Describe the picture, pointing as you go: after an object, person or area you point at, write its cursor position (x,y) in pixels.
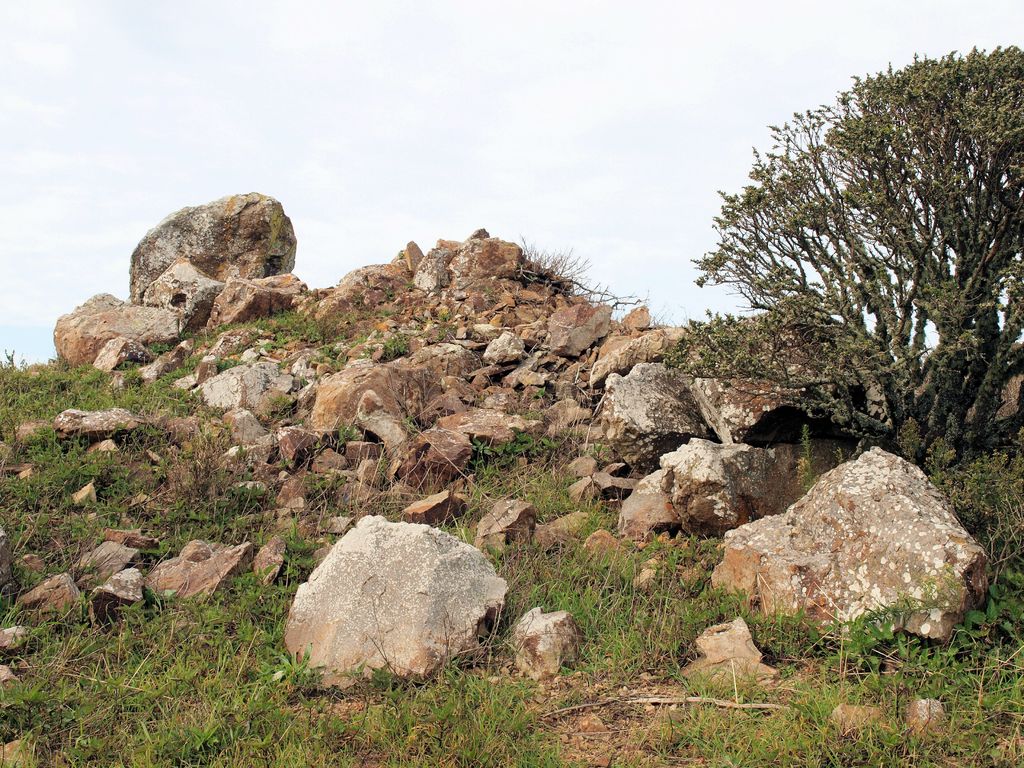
In this picture we can see rocks (395,420), grass (591,611), plants (898,330) and sky (328,65).
